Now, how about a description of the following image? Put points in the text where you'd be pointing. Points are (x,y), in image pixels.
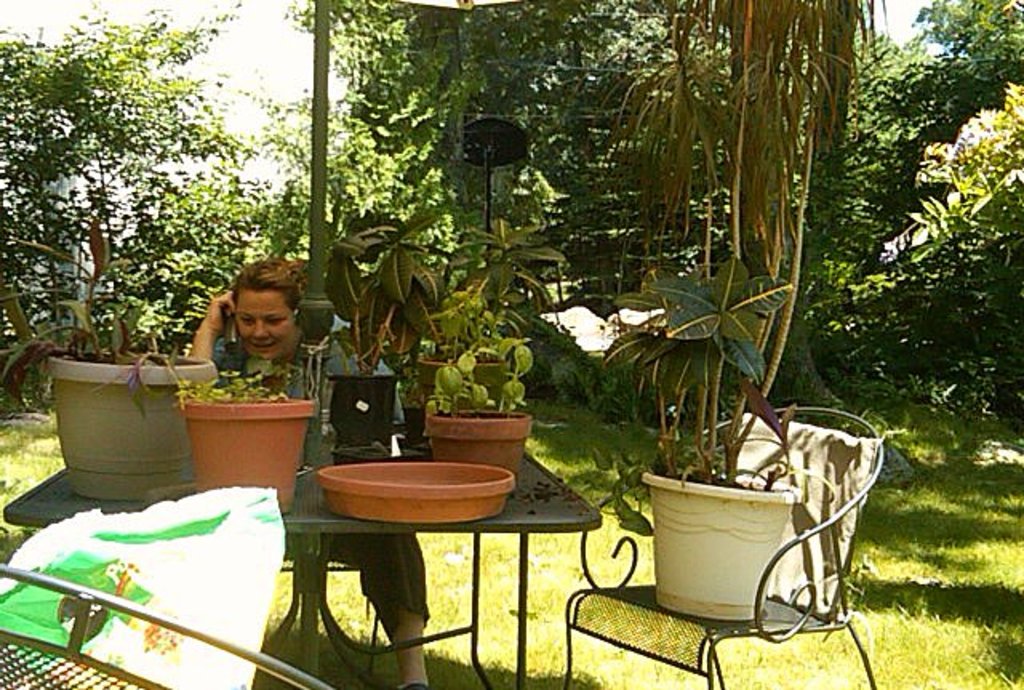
Woman (355,564) sitting in the chair (338,562) in front of her a table (544,532) is there upon that number of flower plants (289,486) are present, beside the table (530,524) a chair (687,626) is there and one tree (703,534) is also there, behind her a there are number of trees (2,149) and the grass (935,637) is present.
